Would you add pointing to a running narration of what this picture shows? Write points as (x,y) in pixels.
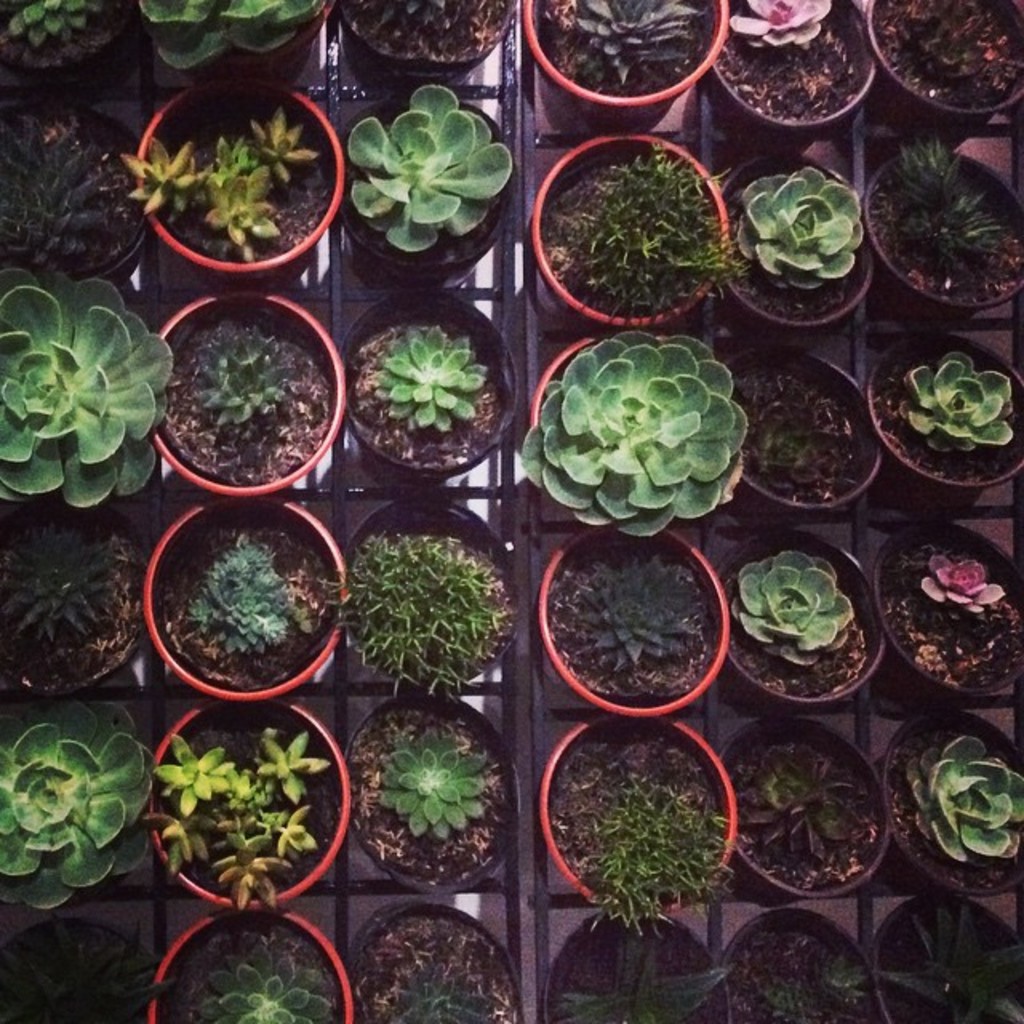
In this image we can see the potted plants (655,652) on the ground (523,390).
